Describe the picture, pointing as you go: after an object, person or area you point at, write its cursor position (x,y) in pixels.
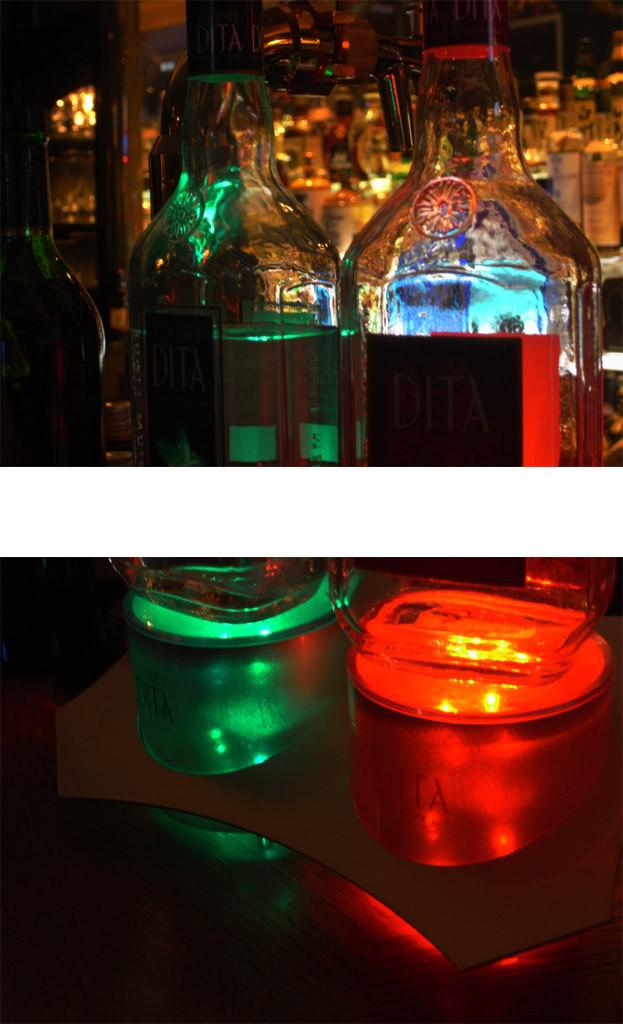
The picture is divided into two photographs where the above one has glass bottles (340,312) and the picture is clicked inside a restaurant (286,301) and in the below picture there are two glass bottles (213,596) of green and red color.
